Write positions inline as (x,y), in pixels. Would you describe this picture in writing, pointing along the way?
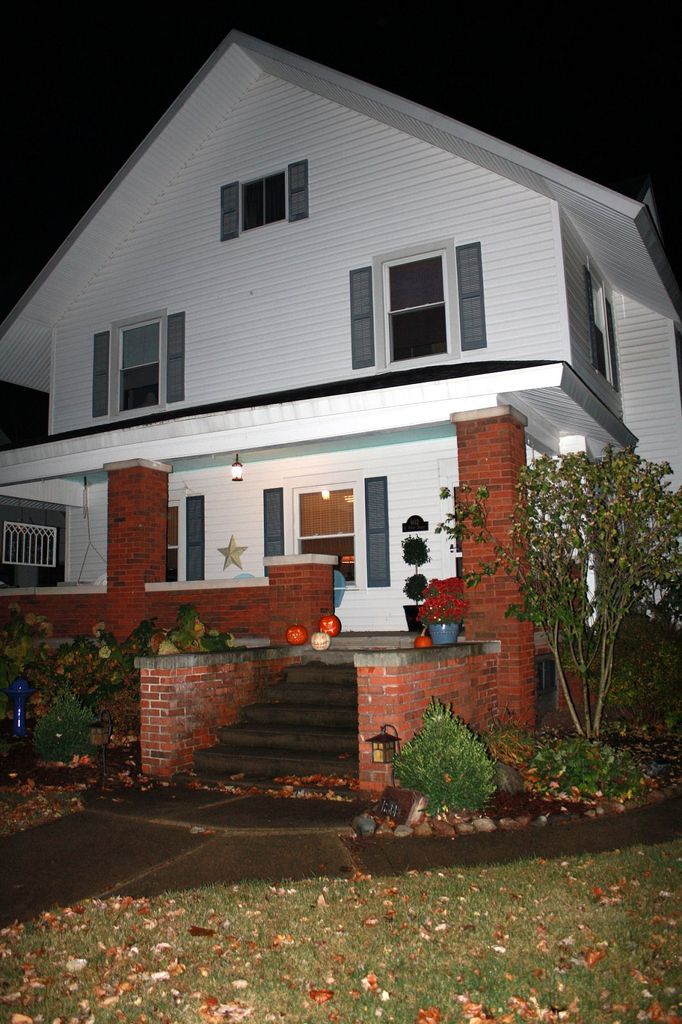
In this image I see a house (463,128) which is of white in color and the wall (291,567) is of red colored bricks (284,587) and there are stairs (349,736) over here. We can also there is a star (229,562) on the wall (231,534) and there are plants (643,476) beside the house (679,473) and there is also grass (391,883) in front of the house (284,353).
